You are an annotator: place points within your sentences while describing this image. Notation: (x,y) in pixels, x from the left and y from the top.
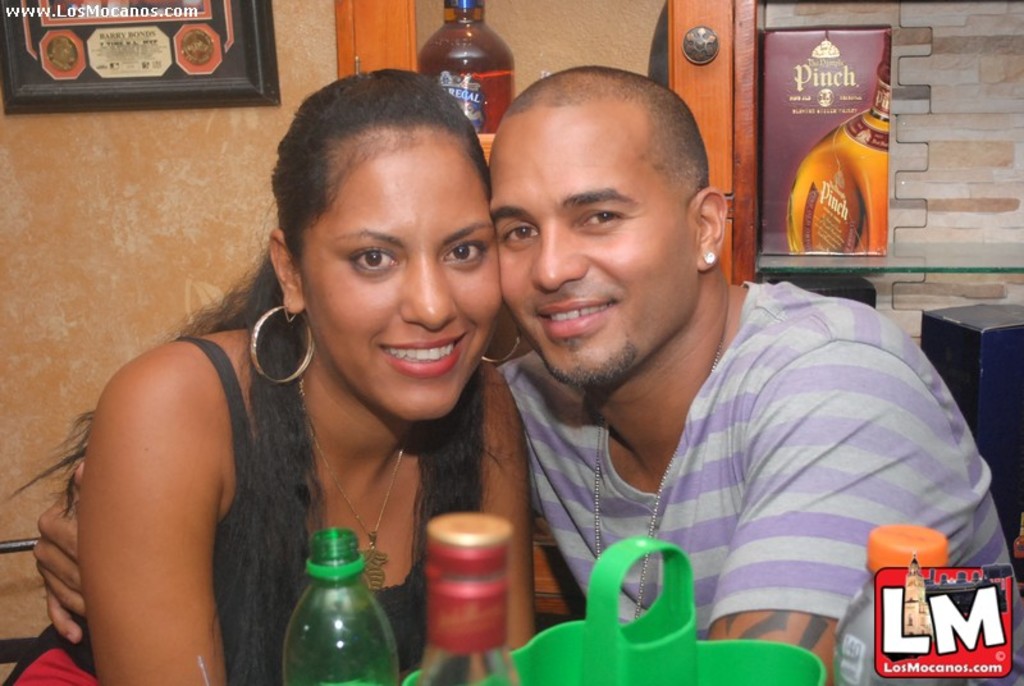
In this picture, we can see two persons (358,303), and we can see some objects (311,645) in the bottom of the picture (368,676), we can see the wall (11,298), and we can see some objects (243,100) attached to the wall (991,242) like poster (224,10), shelves (667,13) and some objects (840,52) in it, we can see watermarks (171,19) on top left corner (198,16) and bottom right corner (1007,665).
